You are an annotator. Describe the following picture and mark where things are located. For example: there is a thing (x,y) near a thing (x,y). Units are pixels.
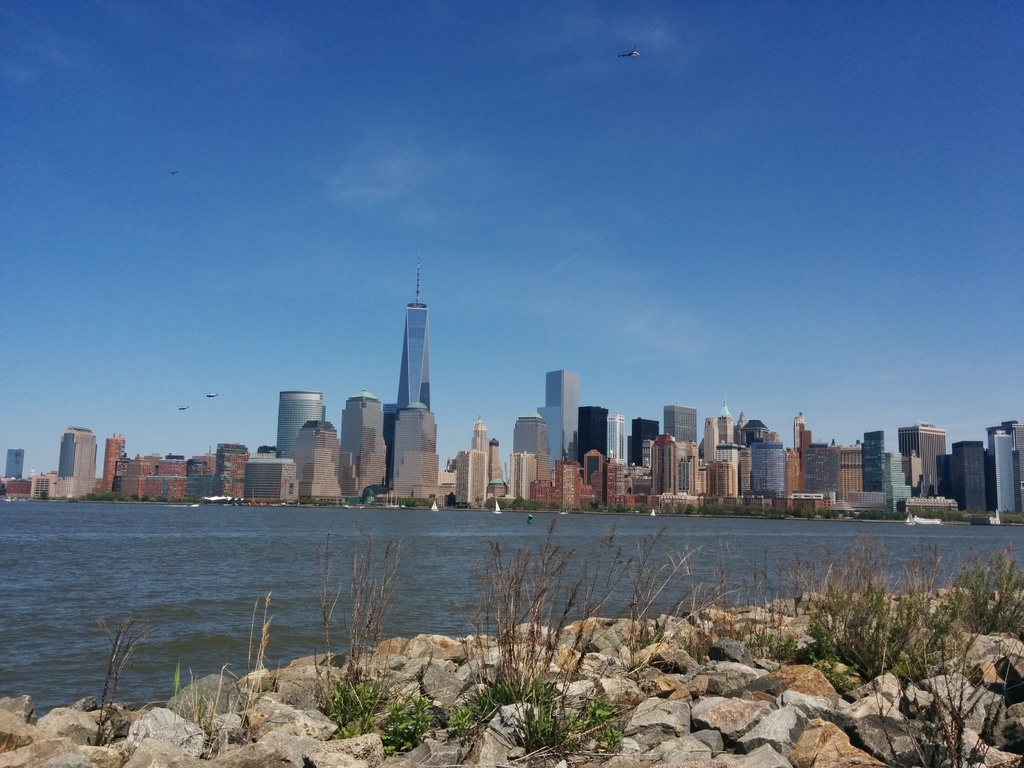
In this image we can see some stones (669,721), plants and in the background of the image (282,564) there is water (328,519), there are some buildings (579,441), top of the image (628,60) there are some helicopters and airplanes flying in the sky (328,197).
